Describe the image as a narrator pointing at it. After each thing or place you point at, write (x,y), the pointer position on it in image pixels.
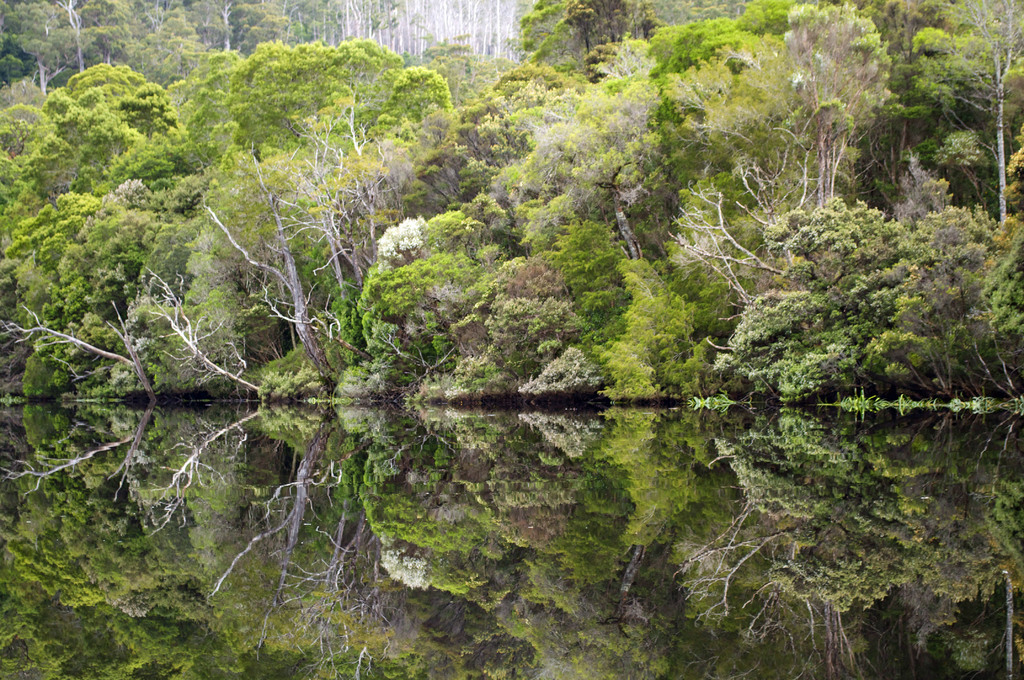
In the image we can see there are many trees (234,288) and water (327,541). In the water (490,548) we can see the reflection (477,536) of the trees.
